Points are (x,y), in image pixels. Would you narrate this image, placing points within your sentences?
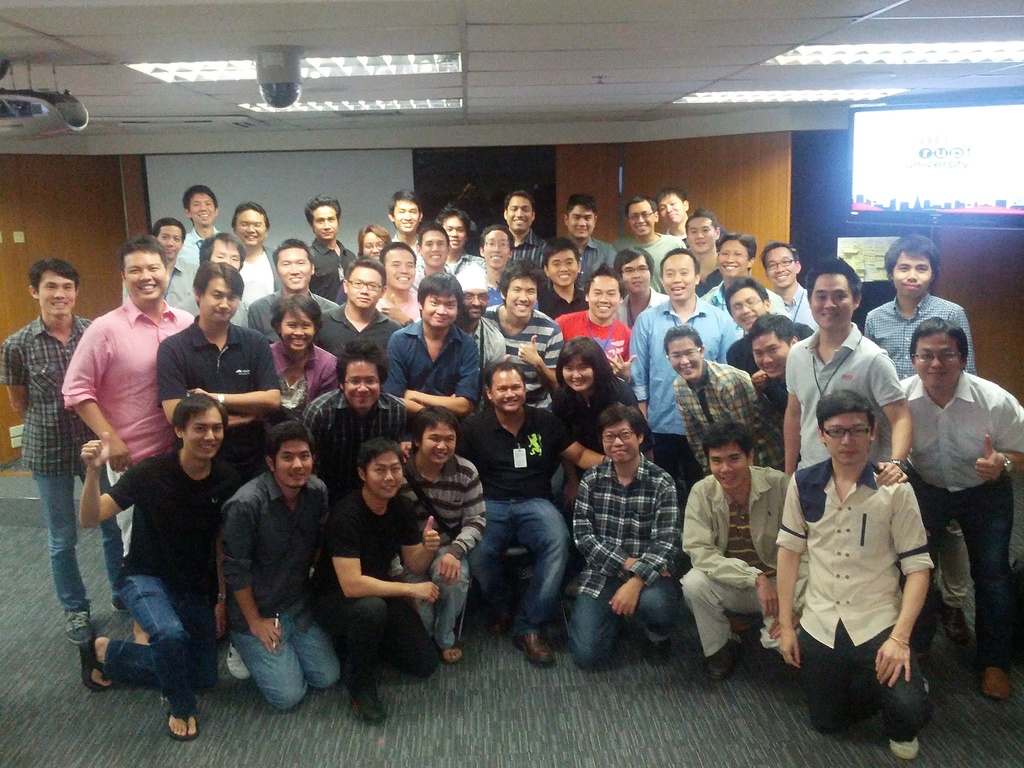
In this image I can see group of people (398,536). In front (511,497) the person (523,477) is wearing black shirt (523,490), blue pant (553,546), background (994,180) I can see a screen (895,218) and I can also see the wooden wall (727,181) in brown color and I can see few lights (917,58).
